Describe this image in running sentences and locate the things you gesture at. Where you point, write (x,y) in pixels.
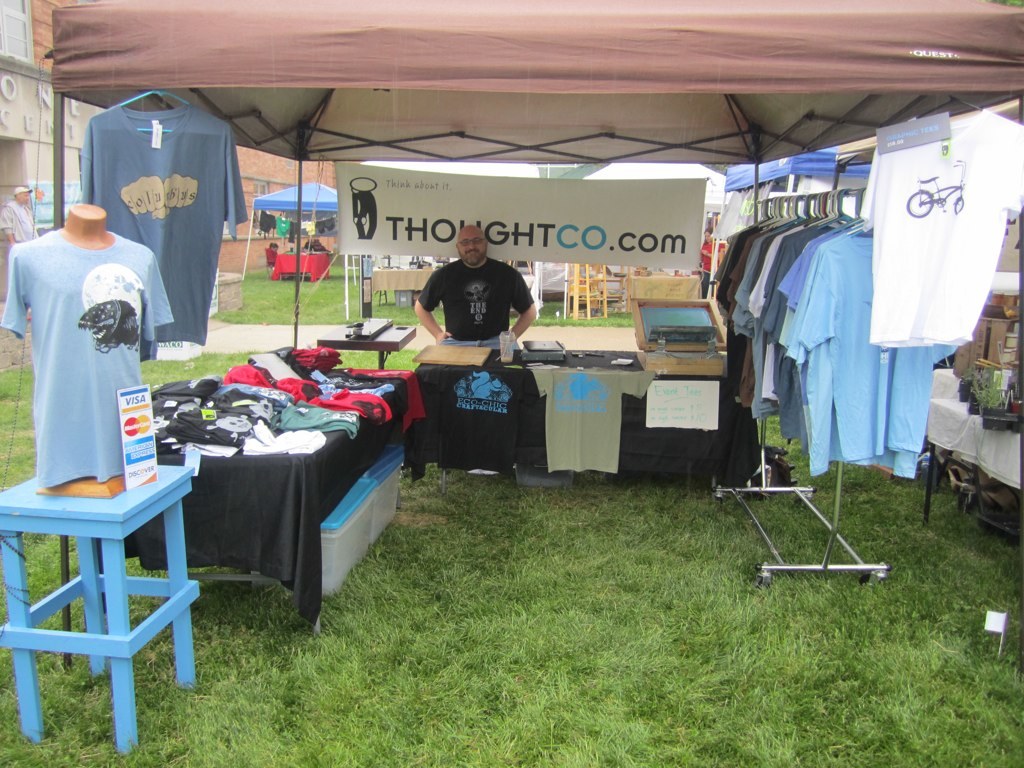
There is a man (456,303) in the stall (271,142). There are some clothes (265,413) on the table (274,432) and some clothes (180,235) hanged here. There is a grass (473,654). We can observe a stool (108,511) on which a mannequin (98,372) is placed.
